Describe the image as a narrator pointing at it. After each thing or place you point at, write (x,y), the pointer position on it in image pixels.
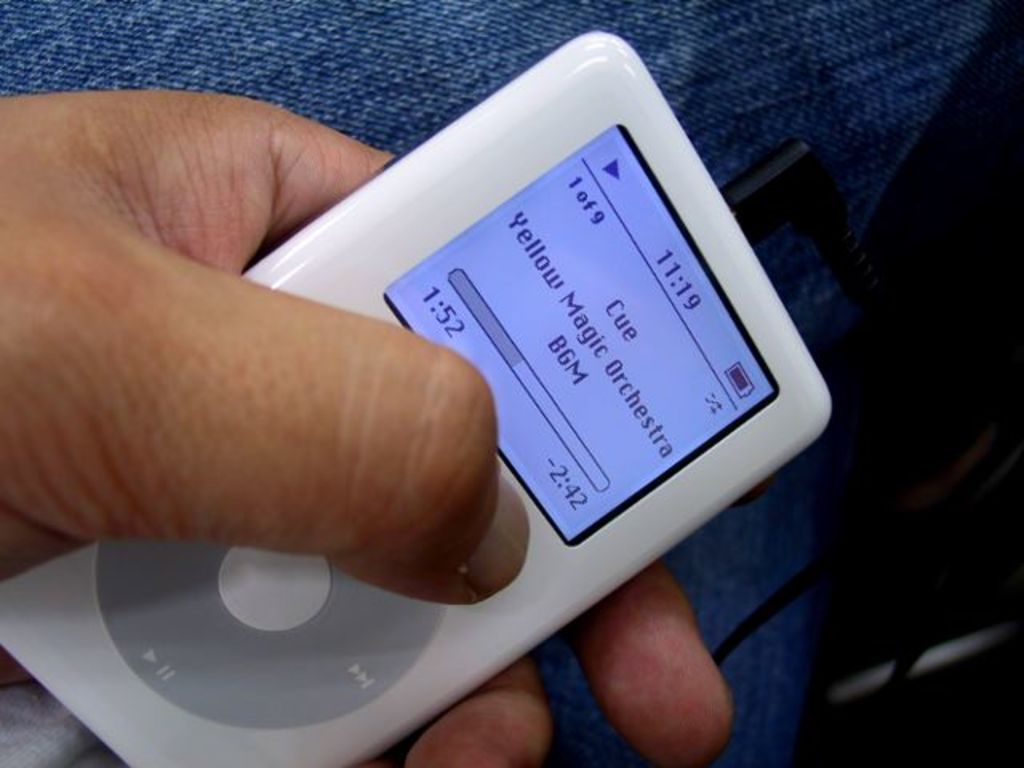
This is ipod (532,484) in the hand (159,284).
